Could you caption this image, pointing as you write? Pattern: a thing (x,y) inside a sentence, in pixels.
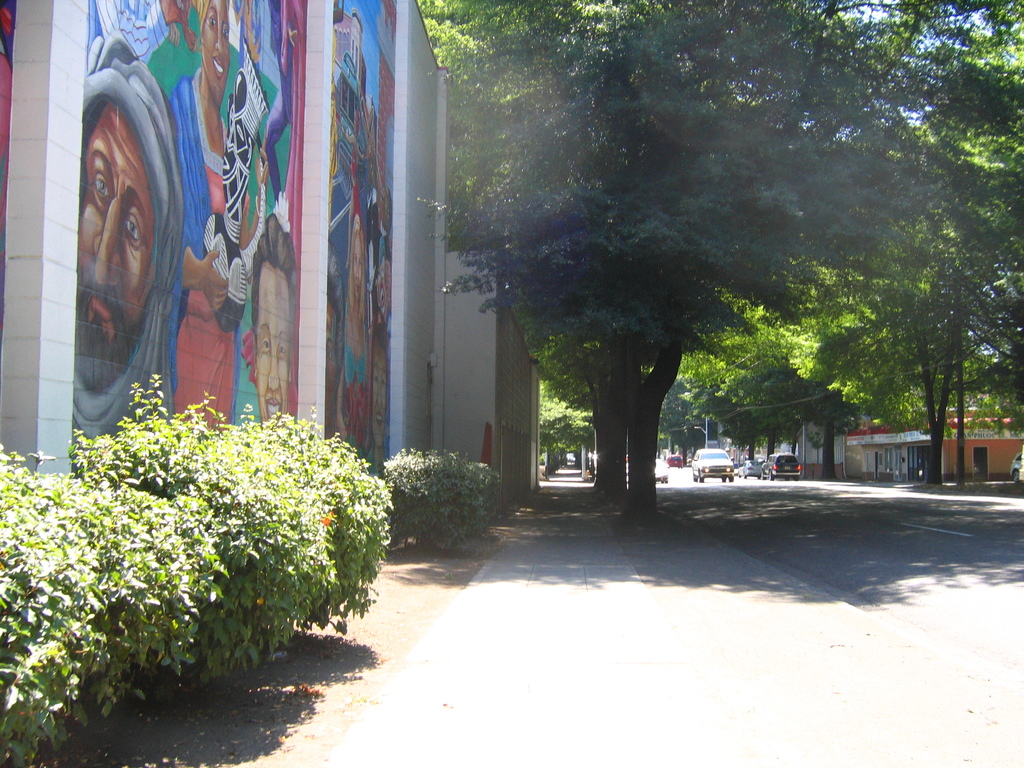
In the image I can see a wall (244,234) on which there is some painting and around there are some houses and some trees (622,440) and plants (309,532).
